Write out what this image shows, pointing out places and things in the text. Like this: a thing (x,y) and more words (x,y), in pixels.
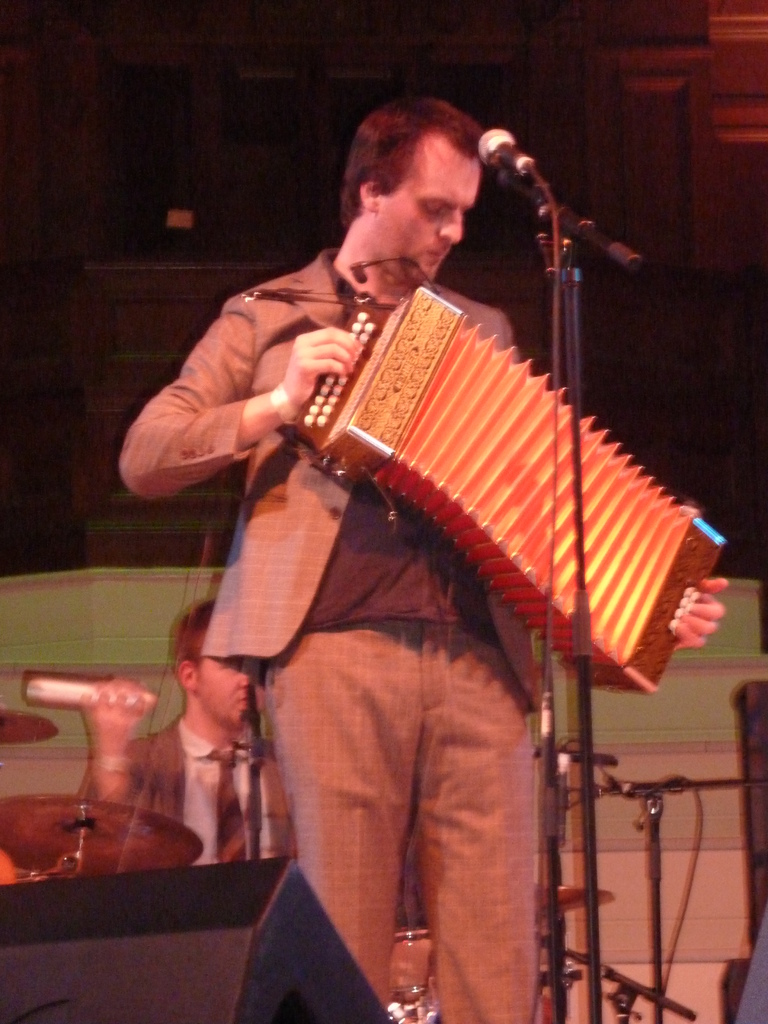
In this image I can see a person (321,716) is standing and holding a musical instrument (443,483) in his hand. I can see a microphone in front of him and in the background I can see another person (274,757), few musical instruments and few other objects (546,941).
